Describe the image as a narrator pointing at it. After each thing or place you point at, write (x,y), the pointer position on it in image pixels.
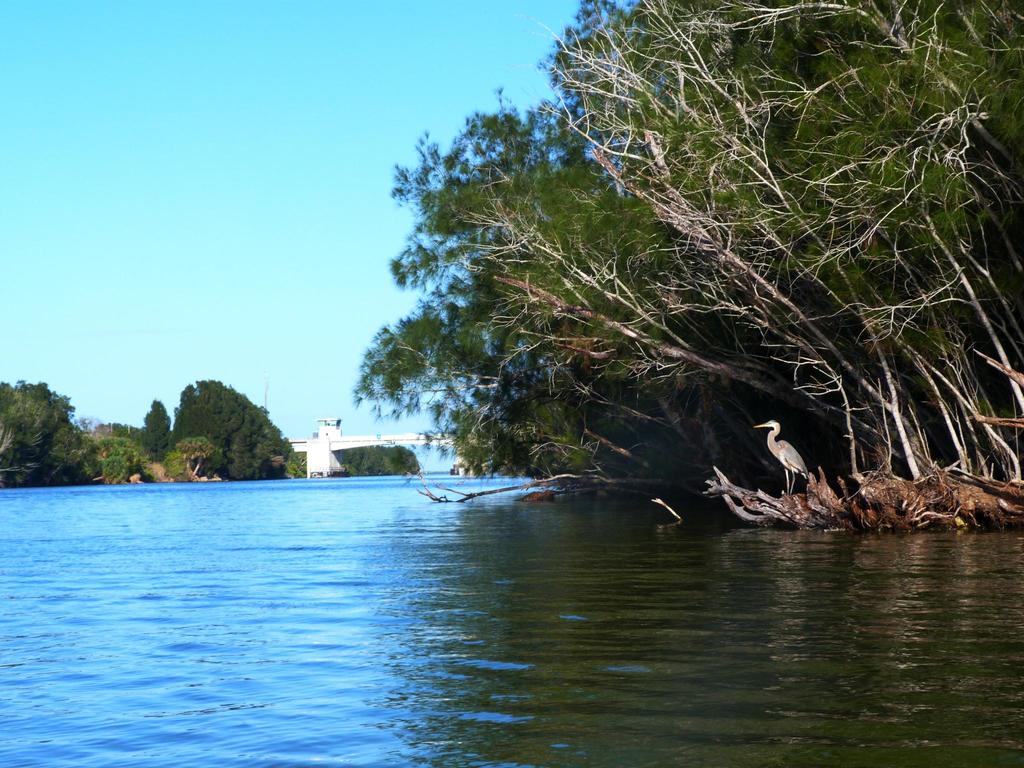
In this image in front (364,751) there is water (679,598) and we can see a crane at the root (871,502) of a tree (893,466). At the center of the image (440,443) there is a bridge (336,447). In the background (130,396) there are trees (203,397) and sky (204,215).
